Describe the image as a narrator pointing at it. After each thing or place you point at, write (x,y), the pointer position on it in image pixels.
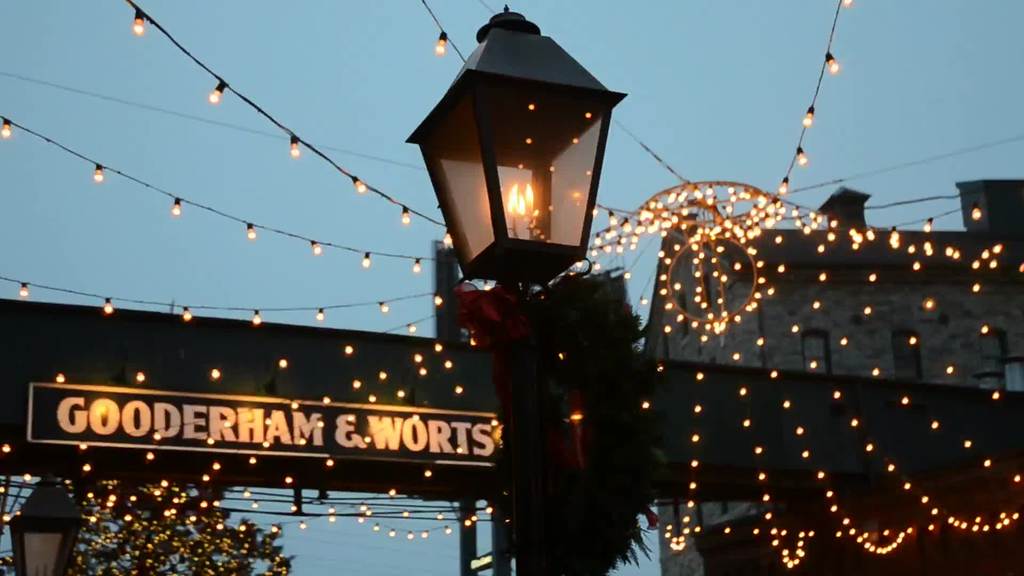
This picture shows a pole light (539,263) and we see few serial lights (150,22) and we see a hoarding (441,413) and a building (732,541) and we see a tree (122,513) and a blue sky (304,184).
